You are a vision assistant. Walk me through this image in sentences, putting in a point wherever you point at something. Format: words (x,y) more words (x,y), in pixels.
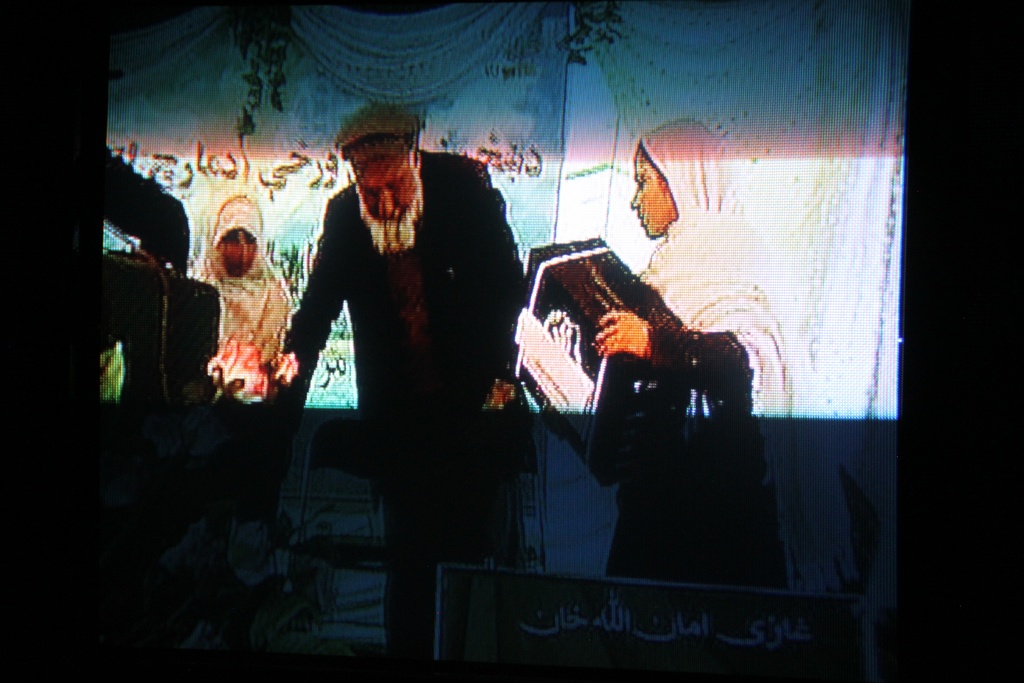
This picture shows the projector screen (253,87). In this screen (110,96) we can see some chairs (307,463), one board (569,614) with some text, one big curtain (839,111) in the background (814,171), some people (745,482) standing and two people (763,451) are holding some objects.
